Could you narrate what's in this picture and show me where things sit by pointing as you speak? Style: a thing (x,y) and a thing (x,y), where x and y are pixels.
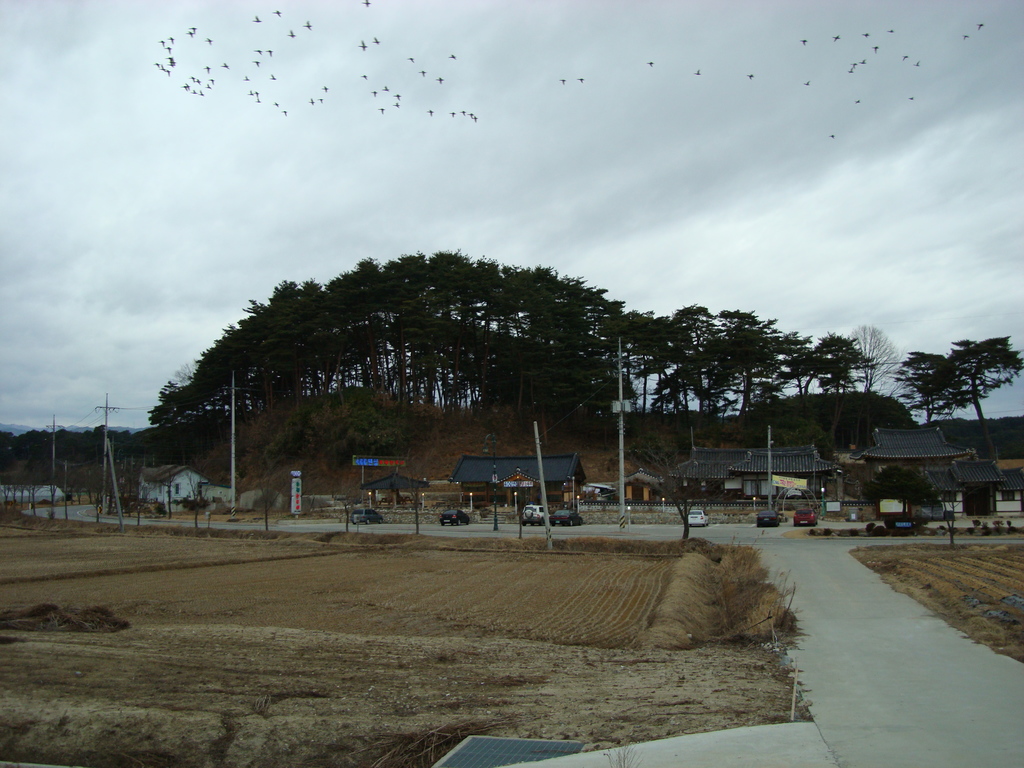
In this image we can see ground (477,652), rods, poles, boards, vehicles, houses (808,496), and trees (969,359). In the background (217,235) we can see birds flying in the sky (420,133).
